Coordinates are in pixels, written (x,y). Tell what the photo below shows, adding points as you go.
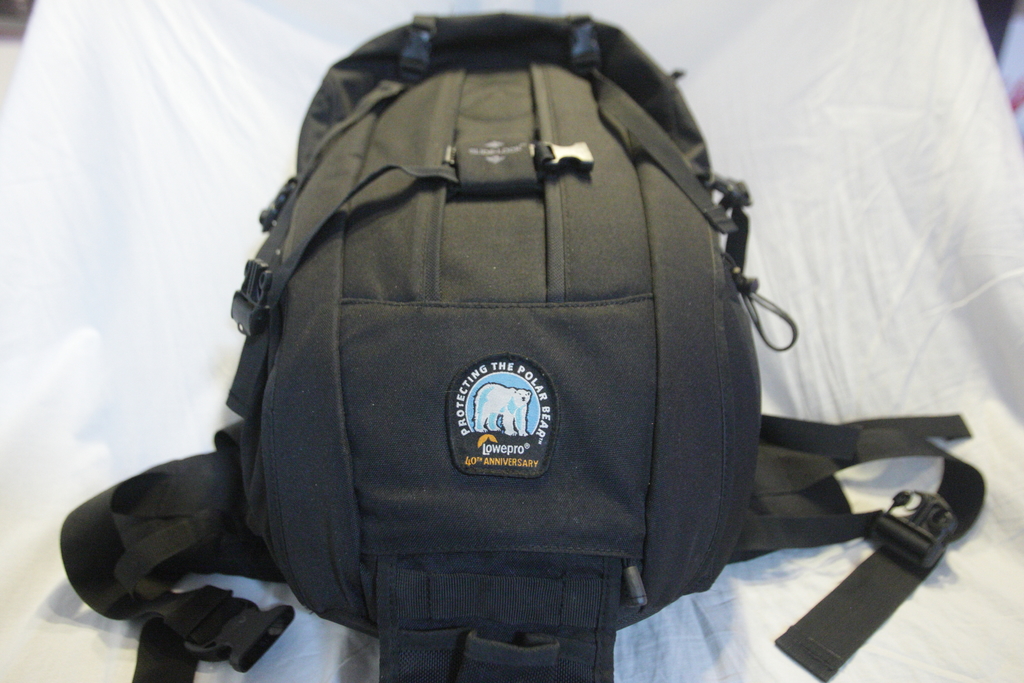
In this image I can see a bag (694,332).
